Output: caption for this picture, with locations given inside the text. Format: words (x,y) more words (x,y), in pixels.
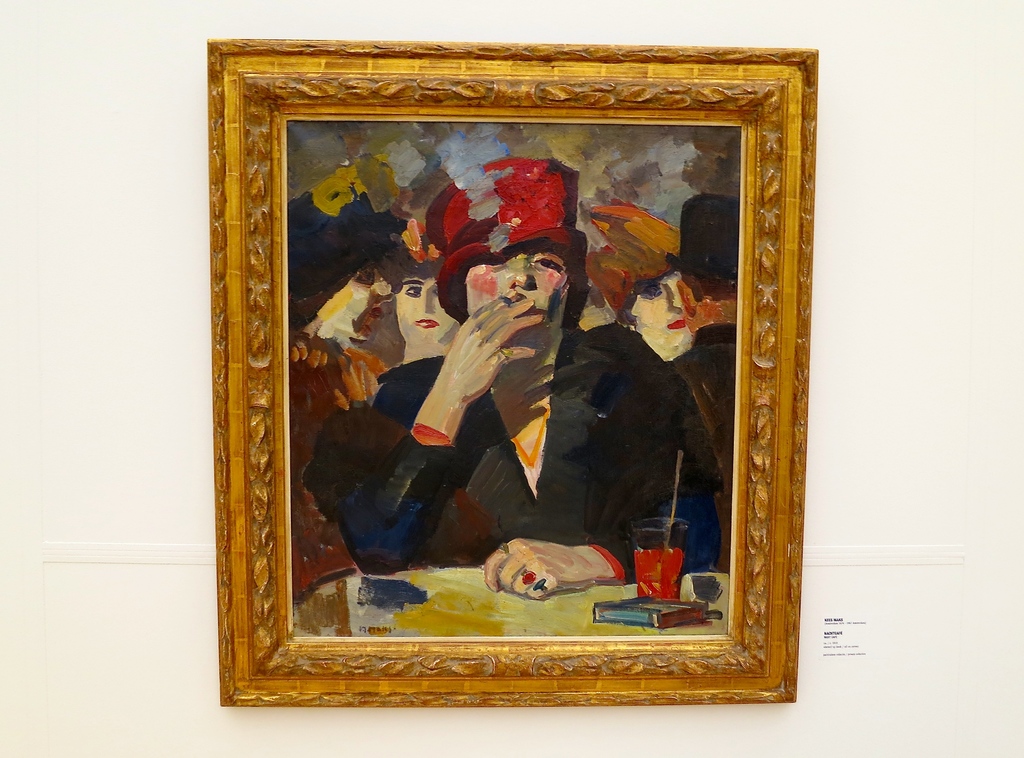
In this image, we can see a photo frame (781,175) on the wall (111,263).
